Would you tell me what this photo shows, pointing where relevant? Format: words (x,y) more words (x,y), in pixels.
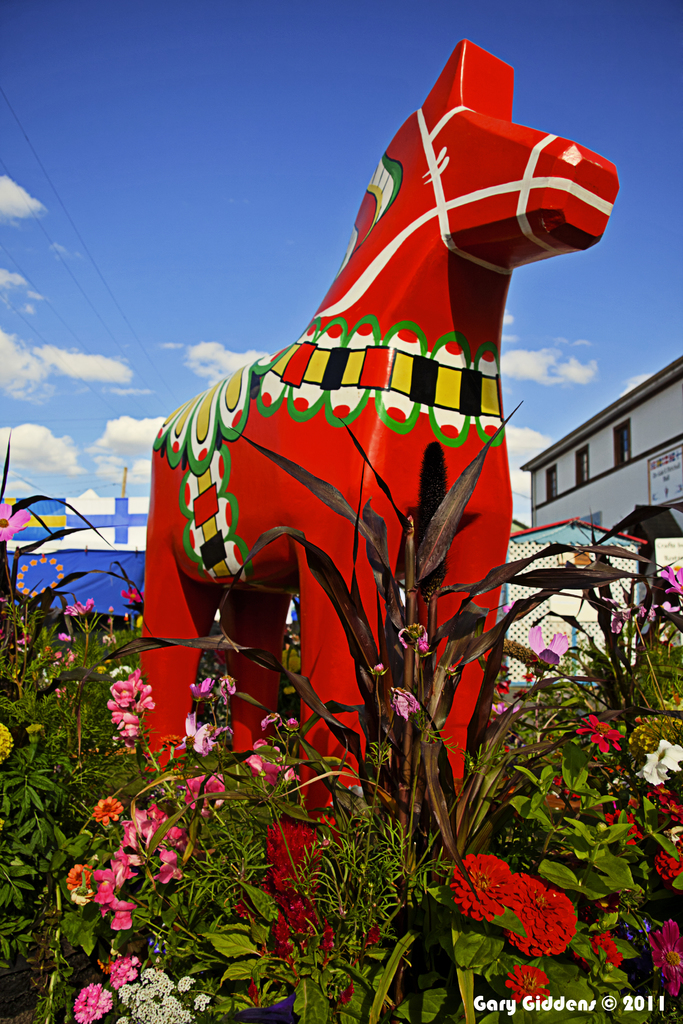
In the picture we can see plants (506,825) with flowers (639,931) and in it we can see a huge horse sculpture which is red in color with designs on it and behind it, we can see a building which is blue in color and beside it also we can see a building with windows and in the background (680,330) we can see the sky (325,278) with clouds (6,353).
